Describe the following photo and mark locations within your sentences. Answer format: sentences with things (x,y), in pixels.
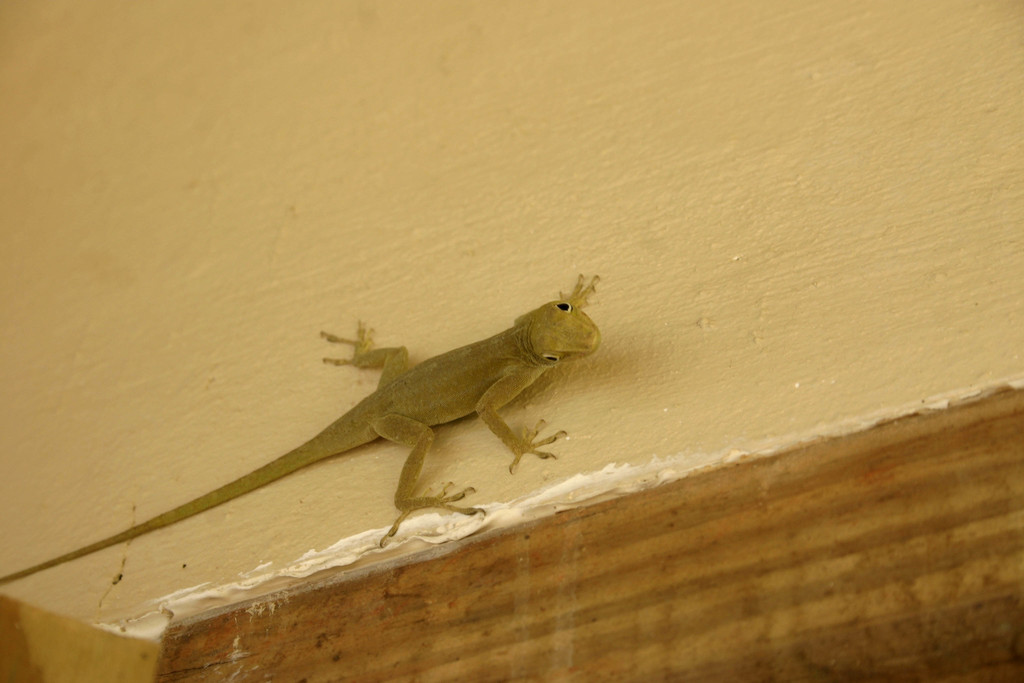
In this image I can see a lizard (558,323) which is in brown color on the cream color surface (463,253).
